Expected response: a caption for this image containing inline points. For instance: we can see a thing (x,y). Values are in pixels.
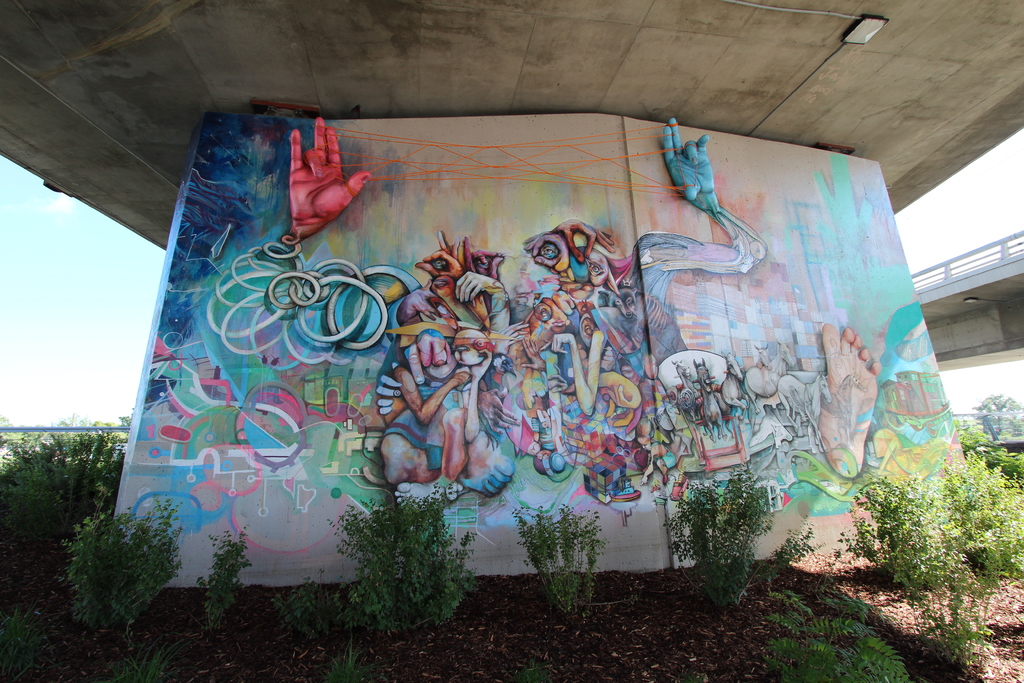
In this picture we can see a wall (840,493) with a painting (239,475) on it, trees (39,434), bridge (968,276) and in the background (101,233) we can see sky (70,214) with clouds (966,213).
